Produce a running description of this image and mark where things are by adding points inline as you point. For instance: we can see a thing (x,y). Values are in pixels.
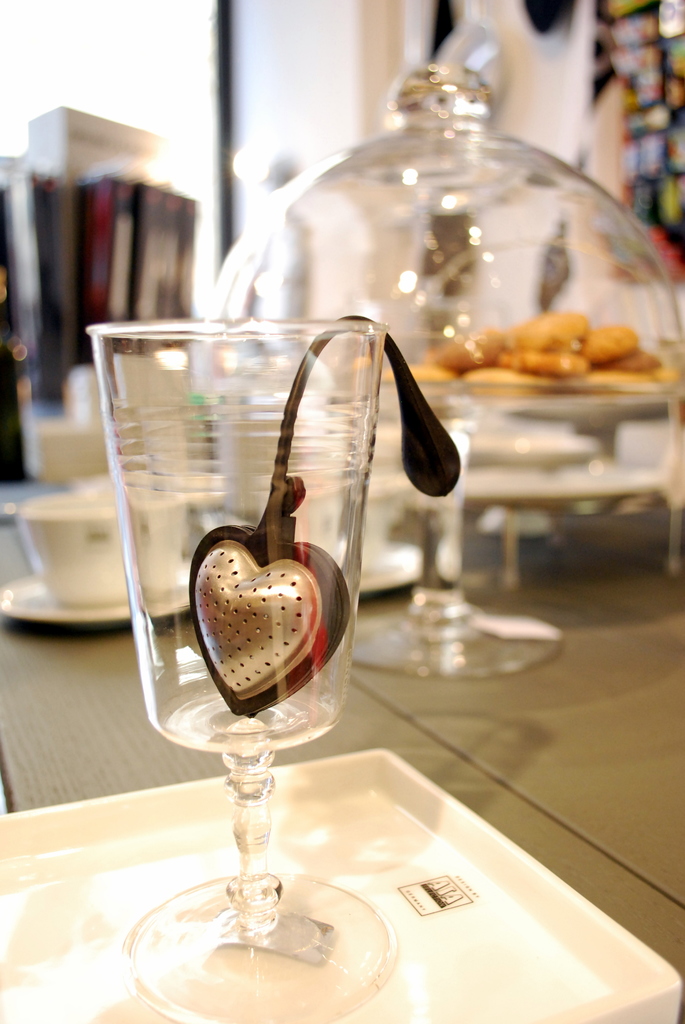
In this image we can see a table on which there are glasses (319,504), food items (569,340) in plate (647,392). There are cups (145,578). There is a white color tray (301,795). In the background of the image (330,128) there is wall (342,15).
